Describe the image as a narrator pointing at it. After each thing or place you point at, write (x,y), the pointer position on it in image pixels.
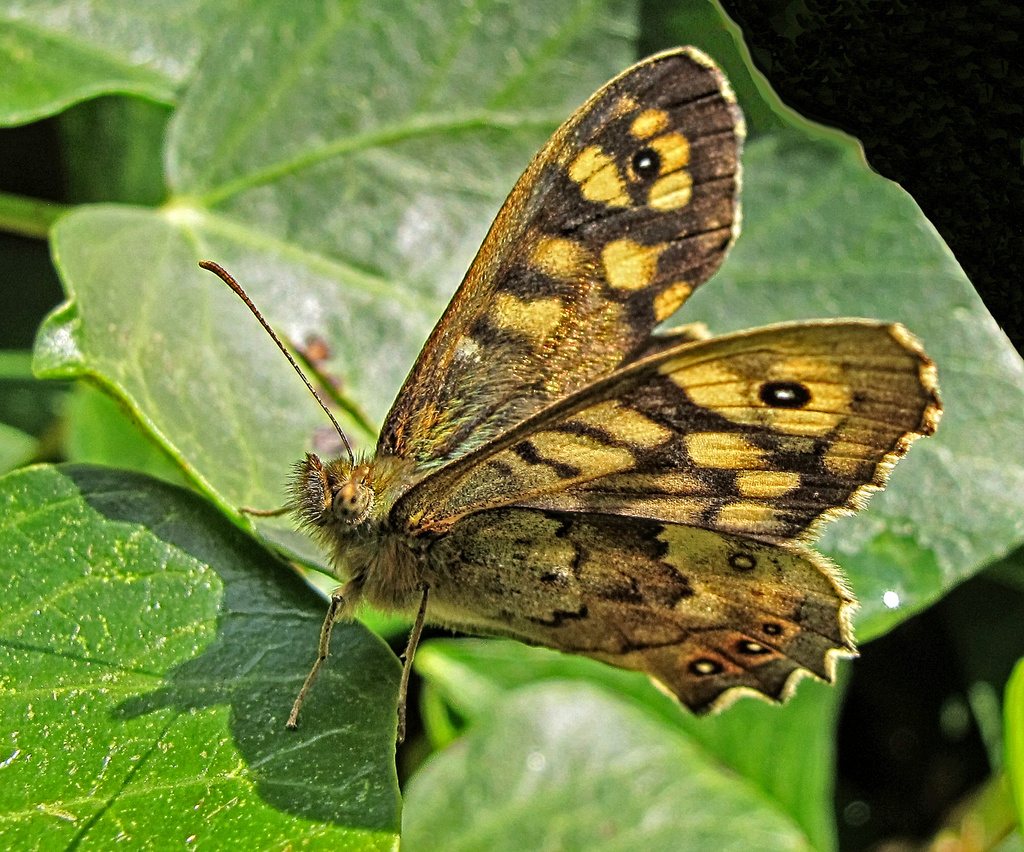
In the center of the image (624,294) we can see a butterfly (508,549). In the background of the image (364,130) we can see the leaves (316,429). On the right side (990,656), the image is dark.
